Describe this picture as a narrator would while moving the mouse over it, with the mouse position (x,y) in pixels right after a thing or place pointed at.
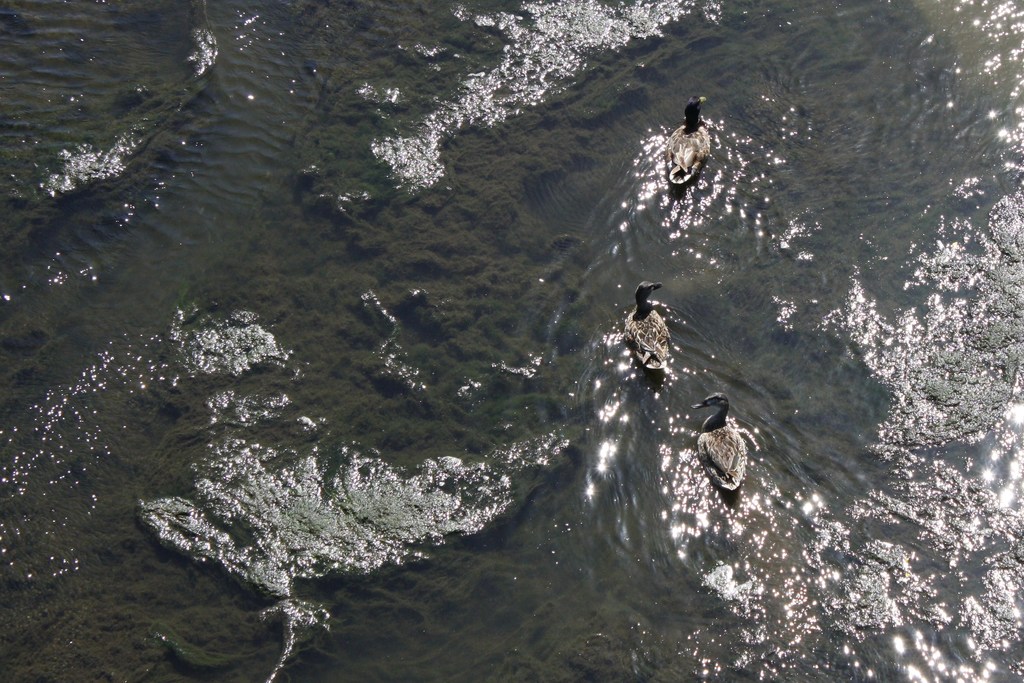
In this image we can see ducks (687,157) on the water (706,298).
